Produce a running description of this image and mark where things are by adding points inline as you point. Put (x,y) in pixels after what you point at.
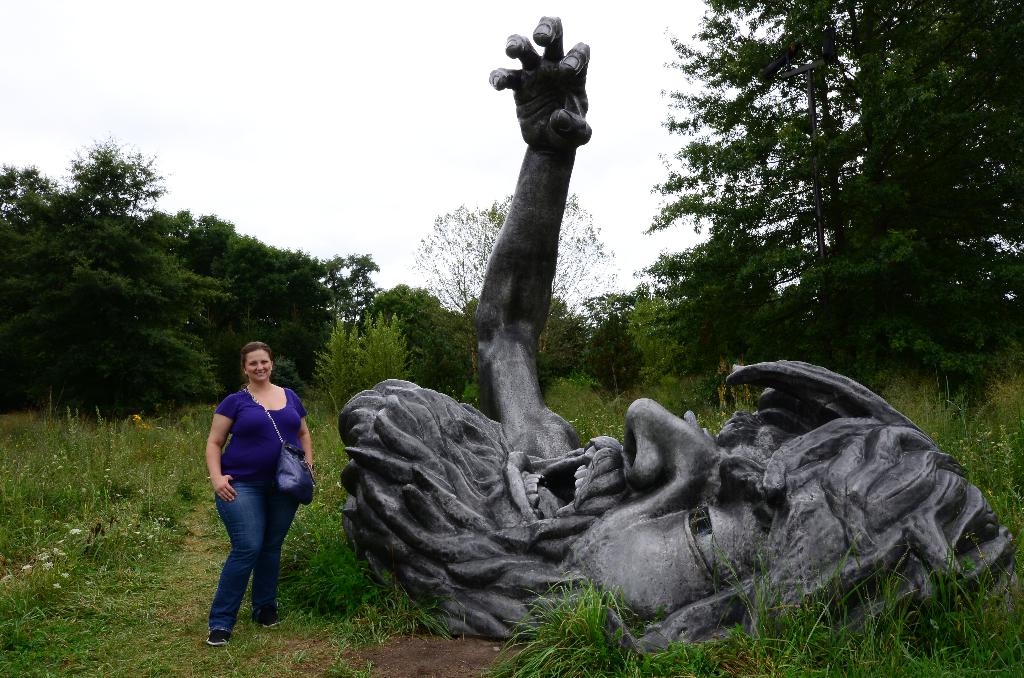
In this image there is a lady (273,409) standing beside the sculpture (800,385) around that there are so much of grass (0,510) and trees (967,202).
